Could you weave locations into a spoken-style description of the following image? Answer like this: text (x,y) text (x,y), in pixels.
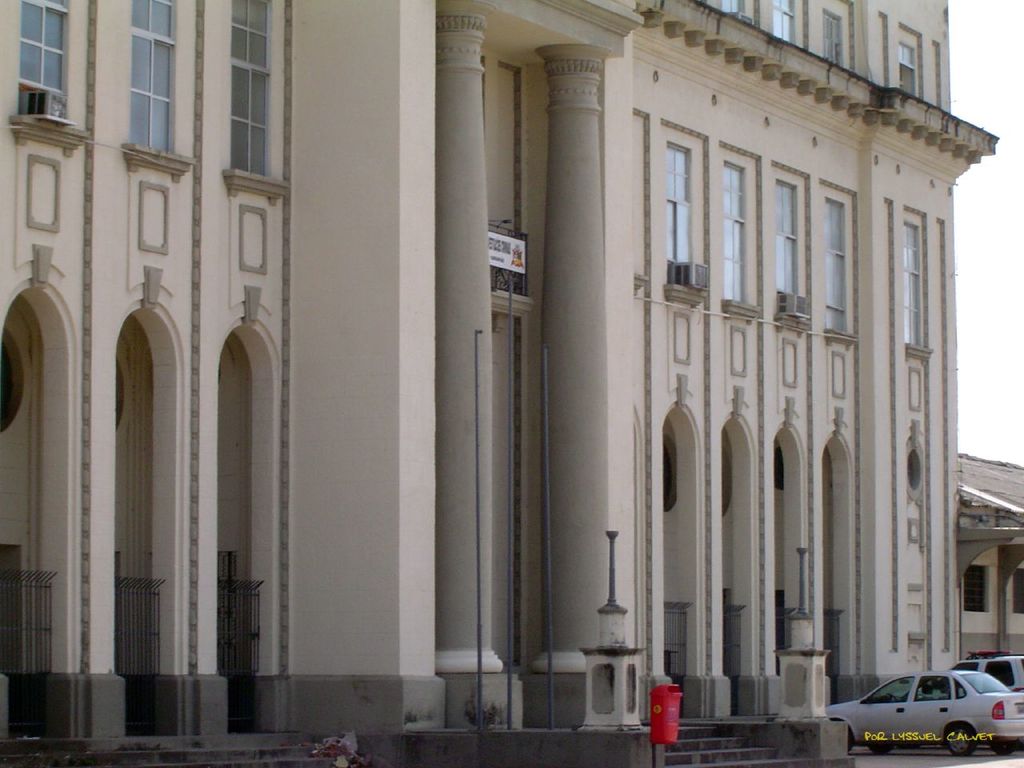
In this image we can see a building (607,749). At the bottom of the image (669,731), we can see cars (1004,707), stairs (720,717) and a red color object (679,718). We can see the sky (993,224) on the right side of the image (985,335).
